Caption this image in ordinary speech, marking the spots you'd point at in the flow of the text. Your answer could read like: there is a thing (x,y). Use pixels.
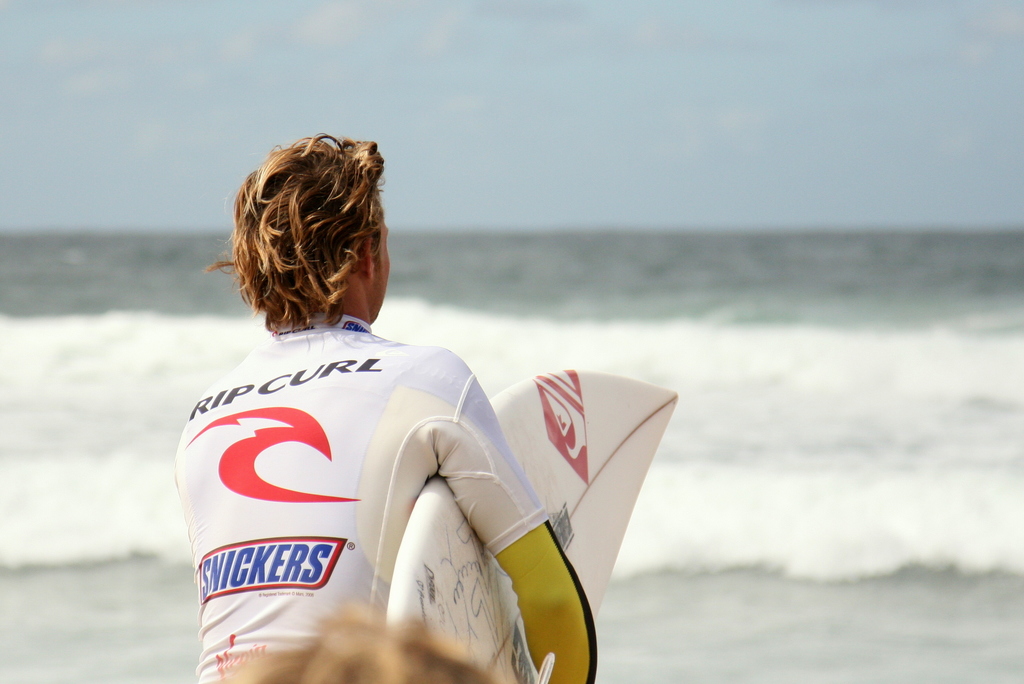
At the bottom (344,656) we can see hair (325,654) of a person (344,665). In the foreground (395,431) we can see a person (435,472) holding a surfboard (490,567). In the center of the picture (624,312) there is a water body (464,305). At the top (493,111) it is sky (620,111).
